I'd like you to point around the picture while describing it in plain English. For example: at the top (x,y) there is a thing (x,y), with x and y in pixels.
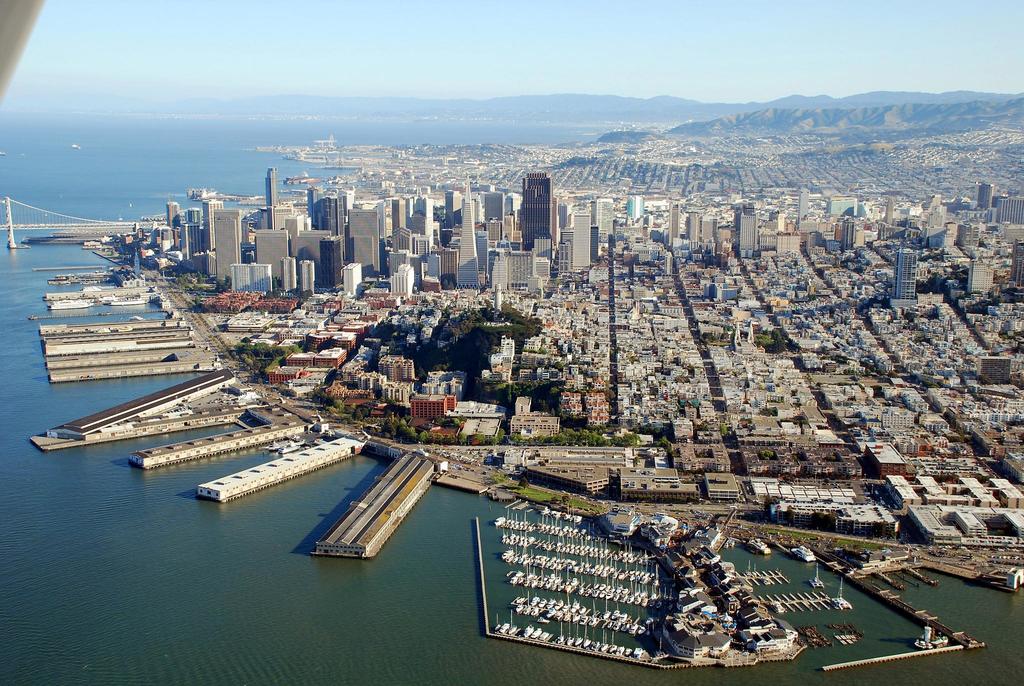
In the center of the image (367,273) there are many buildings (521,296) and trees (454,334). At the bottom (456,623) we can see water (102,540) and there are boats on it. There is a bridge (99,233). In the background (477,114) there are hills (653,113) and sky (843,12).
